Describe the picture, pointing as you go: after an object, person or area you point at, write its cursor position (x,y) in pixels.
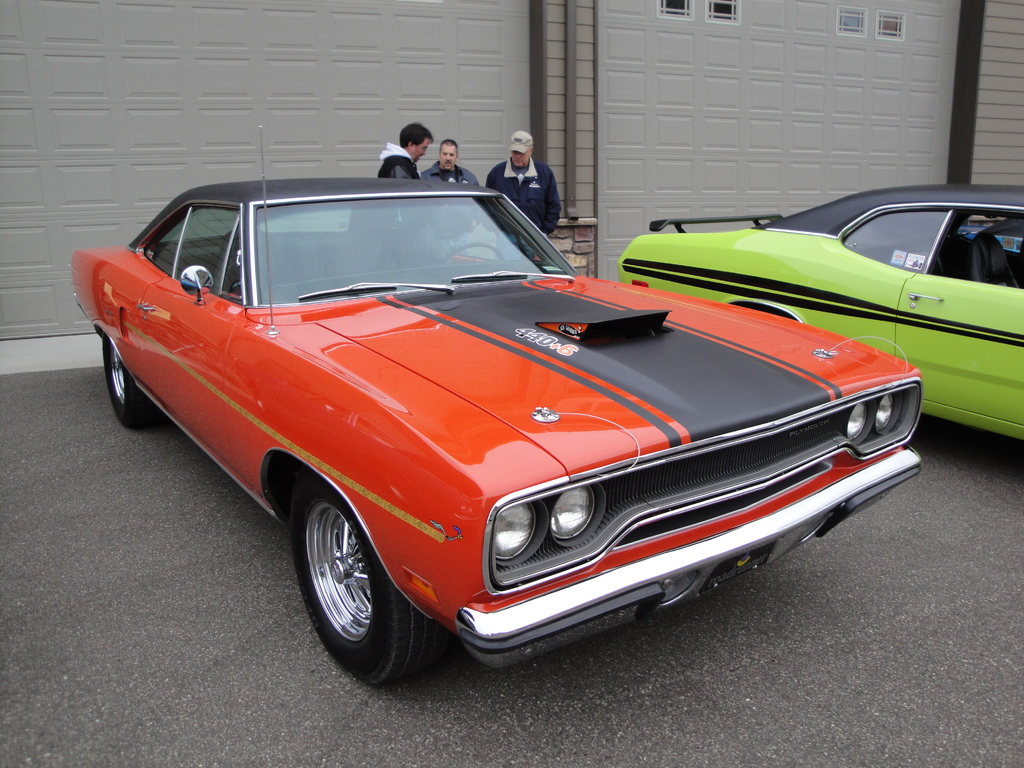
In the center of the image (408,314), we can see cars (564,466) on the road (702,649) and in the background (309,149), there are some people (407,138) and there is a building (605,105).
